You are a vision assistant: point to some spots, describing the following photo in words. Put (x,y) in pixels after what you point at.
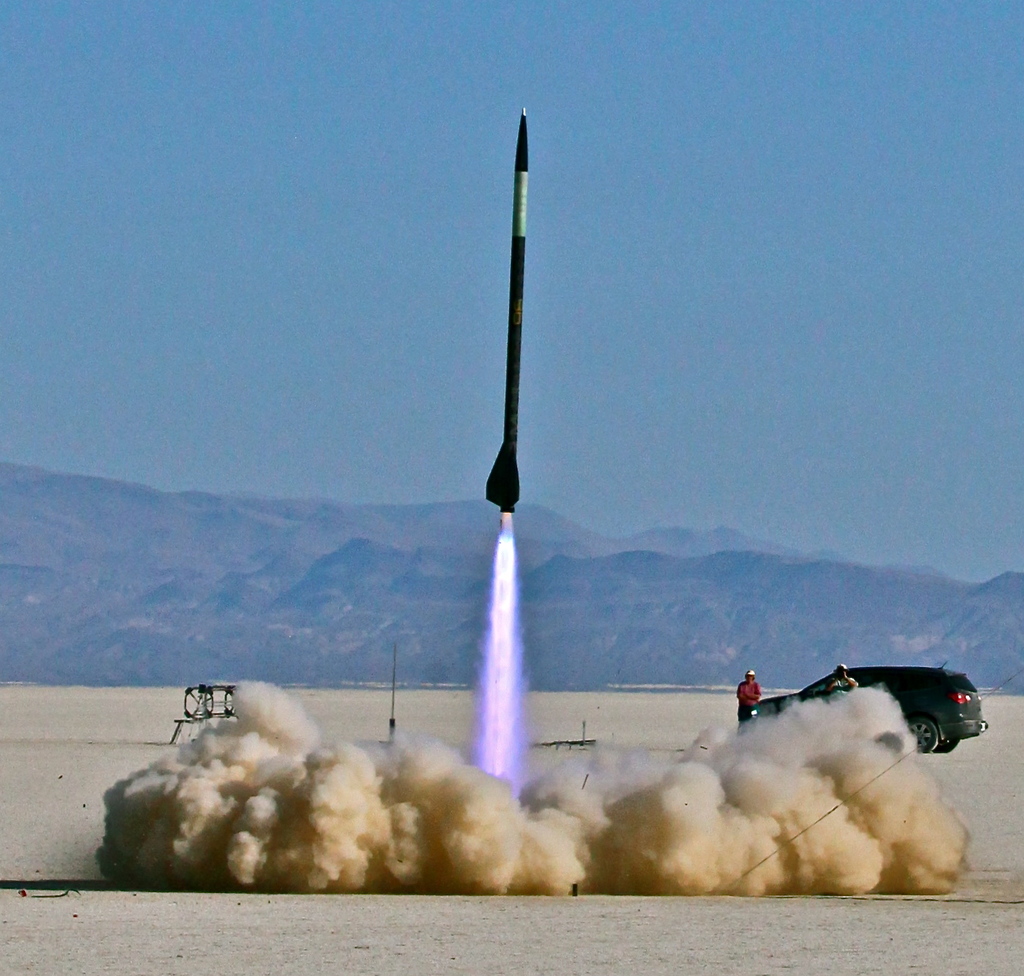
In the picture we can see a rocket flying and leaving a gas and smoke (139,820) on the sand surface (127,772), near to it, we can see a car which is black in color and some persons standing near it and in the background (336,482) we can see some hills (895,588) and a sky (137,209).
